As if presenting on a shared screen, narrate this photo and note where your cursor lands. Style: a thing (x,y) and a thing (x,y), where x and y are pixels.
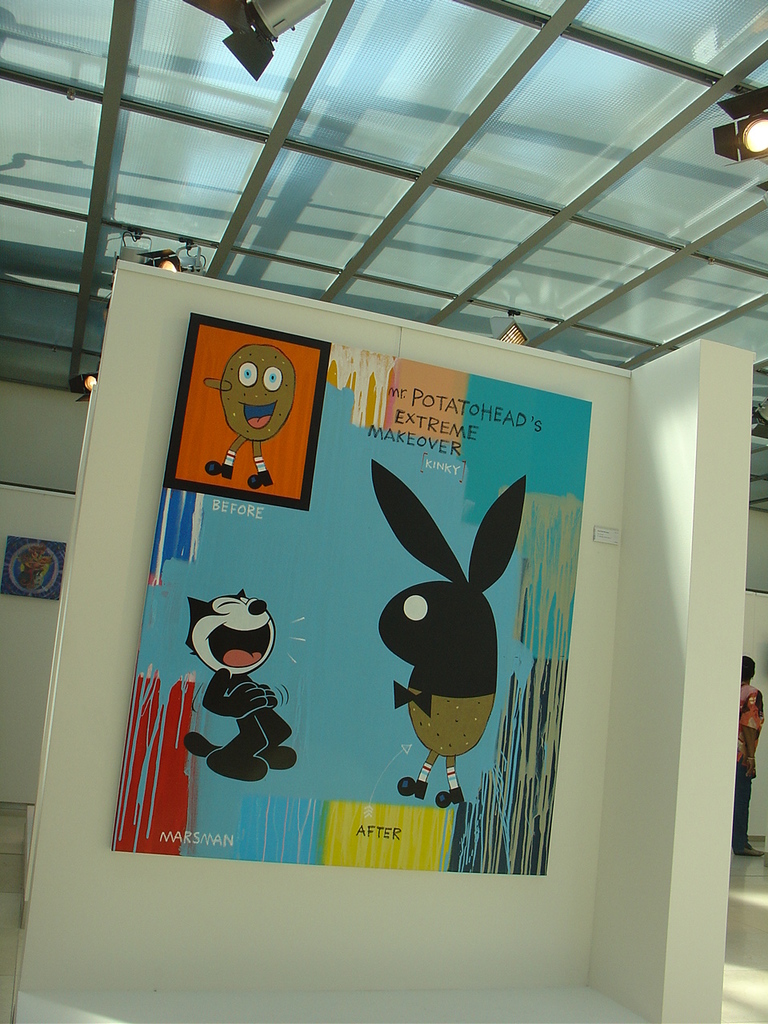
We can see board (547,505) on a wall (588,530), on this board (397,420) we can see cartoon images (473,604). In the background (36,587) we can see a person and poster (50,553) on a wall (60,526). At the top (221,10) we can see lights (278,23).
